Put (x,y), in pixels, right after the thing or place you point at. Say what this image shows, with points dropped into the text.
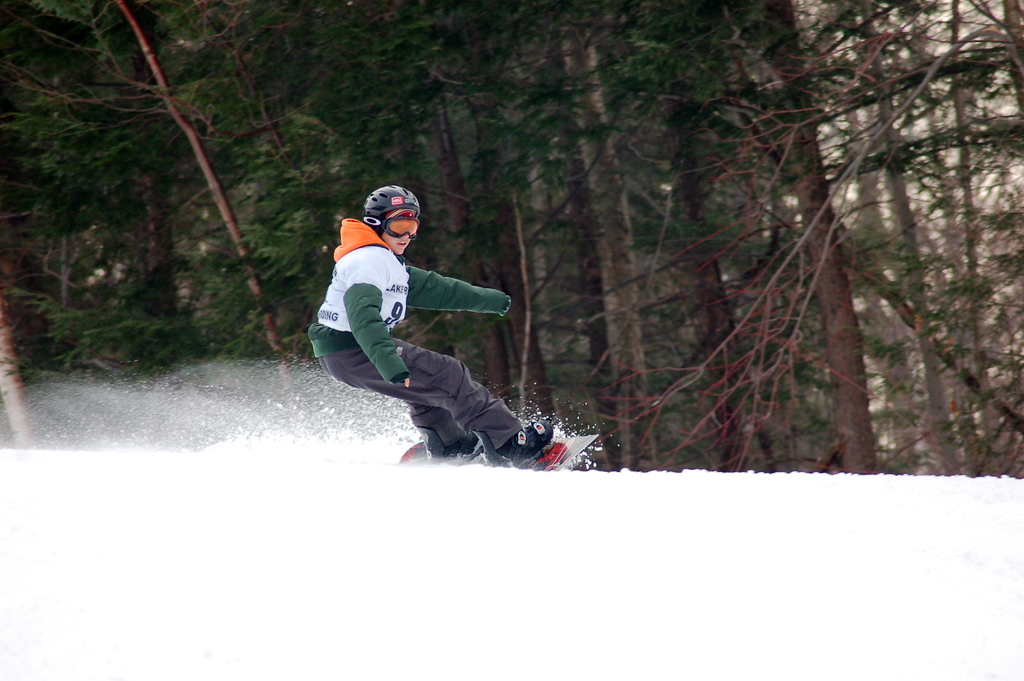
In the image there is a person (371,320) snowboarding on the snow (298,469), behind the person (375,262) there are many trees (250,136).
